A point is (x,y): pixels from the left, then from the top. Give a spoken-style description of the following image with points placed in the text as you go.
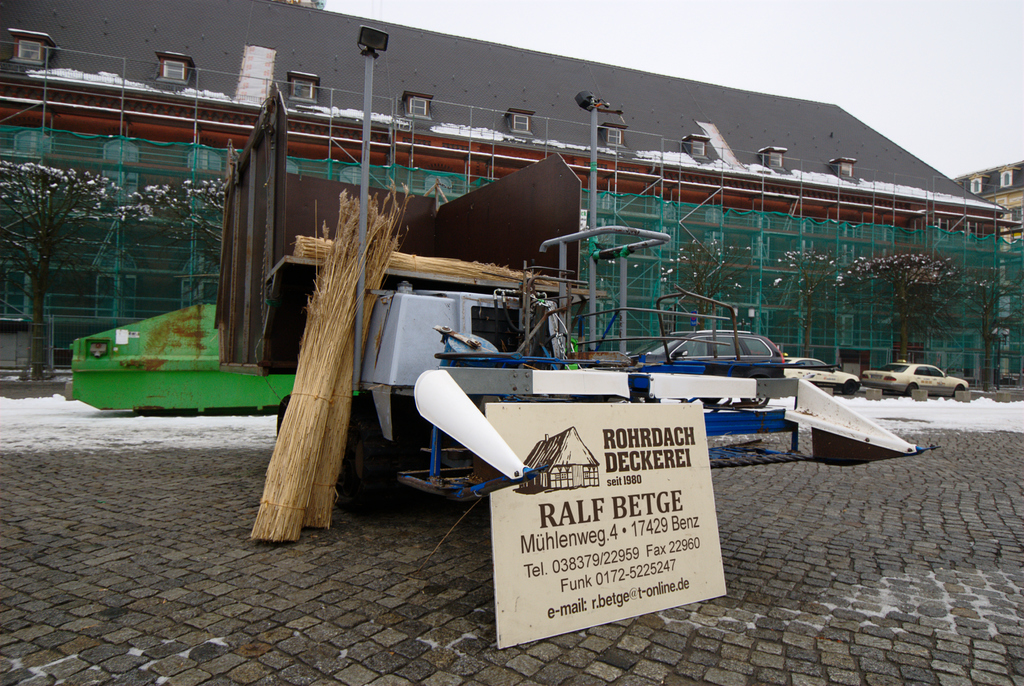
In this image in the front (571,500) there is a board (628,548) with some text (644,554) written on it and there is a machine (444,314) in the background (376,147) there is a building (296,149) and there are poles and there are cars (804,357) and the sky (883,62) is cloudy.
